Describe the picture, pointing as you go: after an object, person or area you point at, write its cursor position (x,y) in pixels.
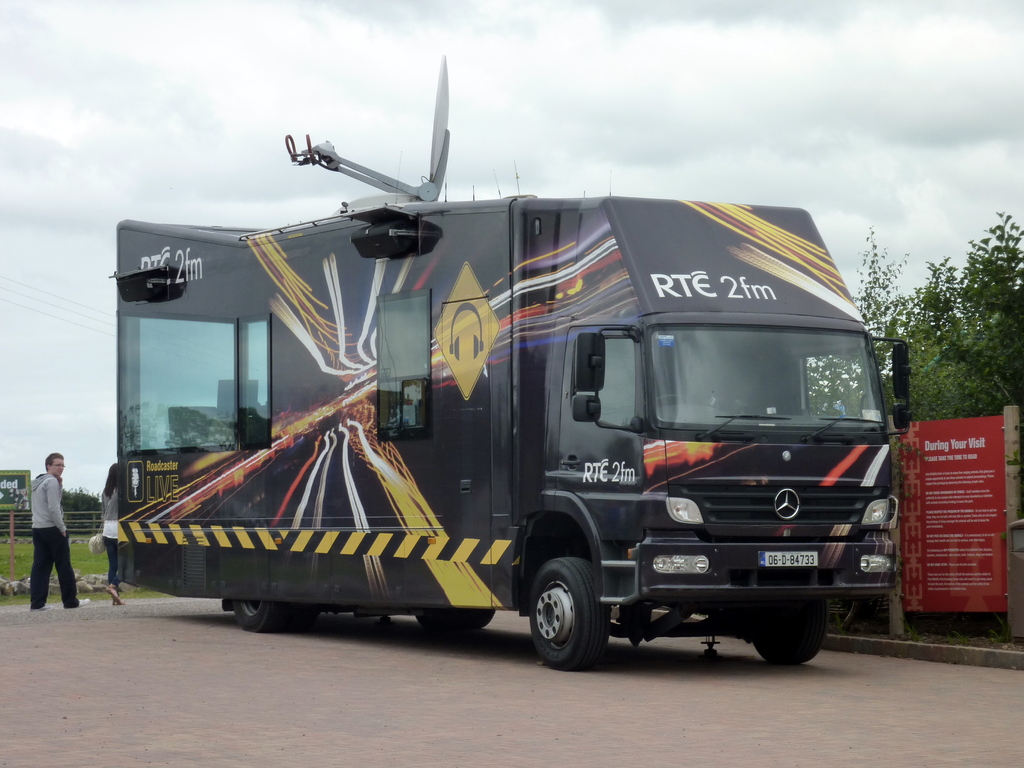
In this image, we can see a vehicle (600,357). There is a board (921,526) and tree (927,356) on the right side of the image (961,539). There are persons (64,526) wearing clothes (52,490) on the left side of the image (52,503). In the background of the image (931,161), there is a sky (909,200).
